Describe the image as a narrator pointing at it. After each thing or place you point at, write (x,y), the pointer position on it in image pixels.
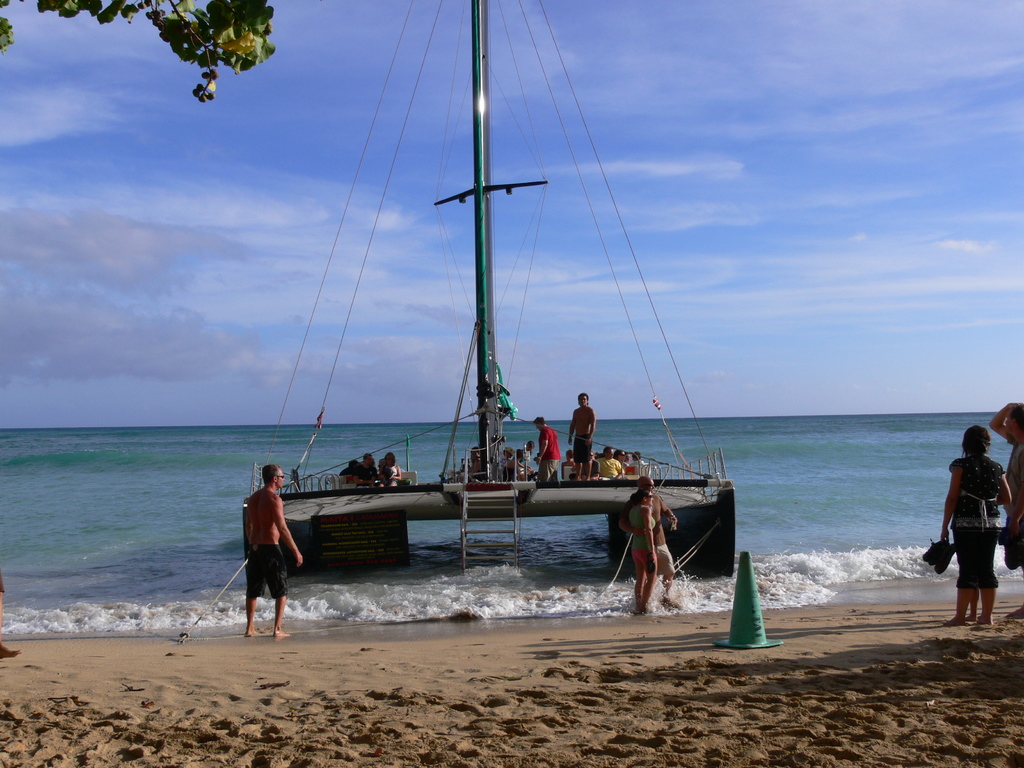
In the picture I can see the sailing ship (306,536) on the water (785,551) and there are a few people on the ship (494,491). I can see a few persons (1009,480) standing on the side of the beach (711,630) and there is a barrier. I can see the sand (695,706) at the bottom of the picture (619,716). I can see the green leaves (255,23) on the top left side of the picture (214,81). There are clouds (637,161) in the sky (644,172).
